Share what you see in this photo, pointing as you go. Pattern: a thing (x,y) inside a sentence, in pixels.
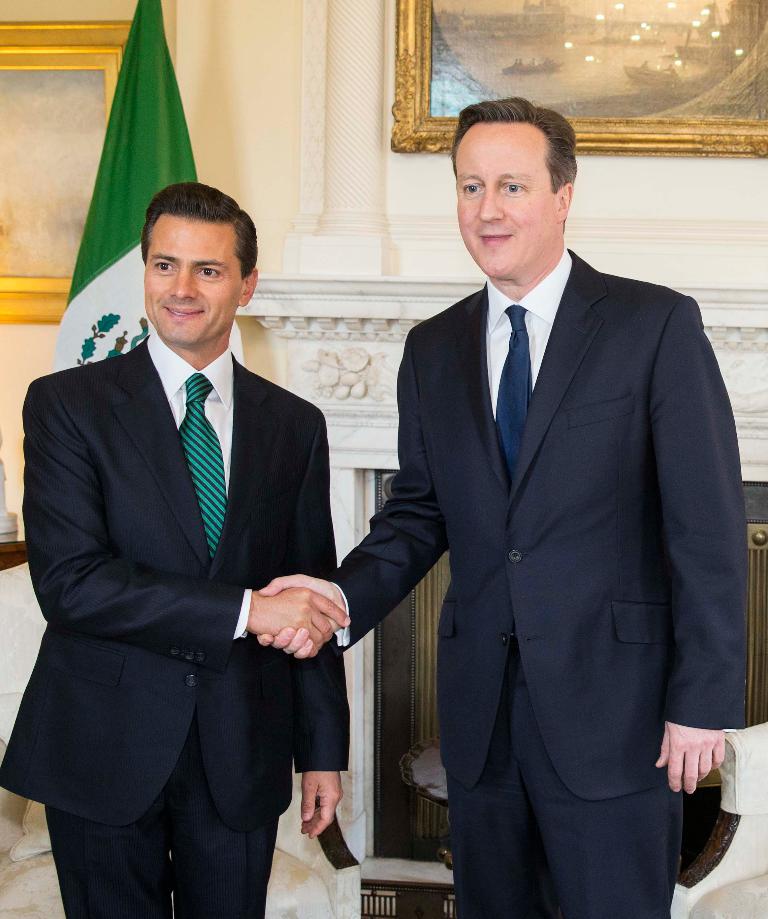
In this picture we can see two men (265,461) wore blazers (164,527), ties (528,383) and standing and smiling and in the background (124,139) we can see a flag (140,284), frames (543,21) on the wall (418,190).
